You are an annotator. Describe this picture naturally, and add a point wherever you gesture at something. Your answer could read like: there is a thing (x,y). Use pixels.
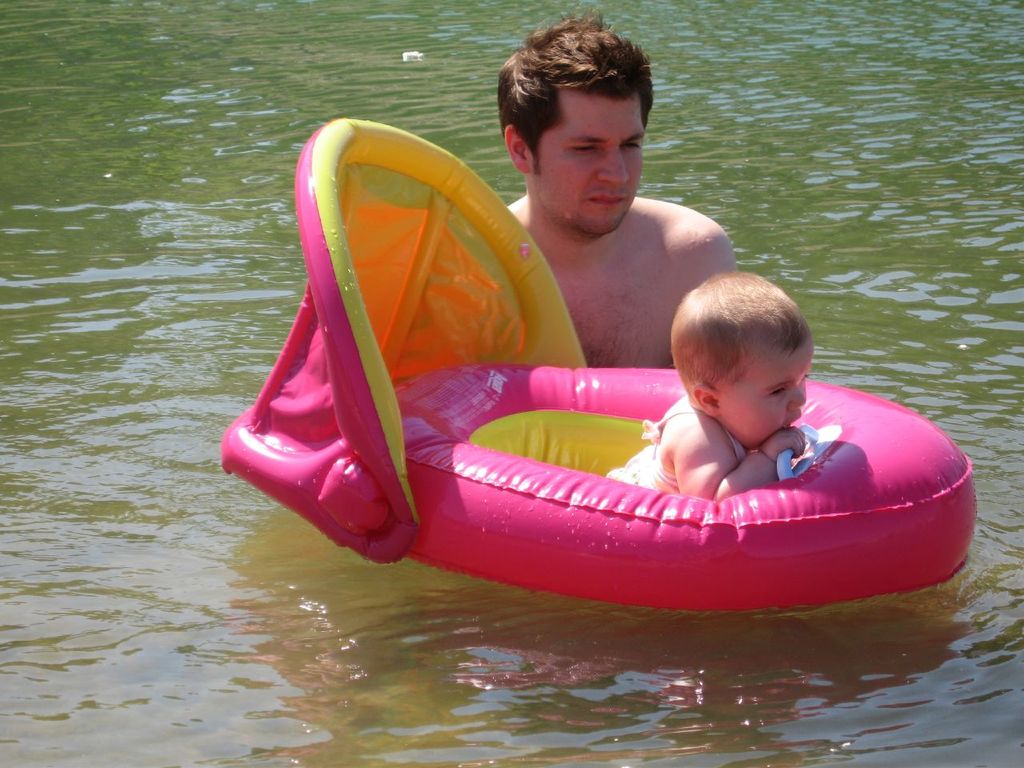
In this picture I can see there is an infant (636,465) sitting in a baby floats (622,435) and there is a man (615,282) behind the infant (711,292) and he is looking at the infant (766,396).
